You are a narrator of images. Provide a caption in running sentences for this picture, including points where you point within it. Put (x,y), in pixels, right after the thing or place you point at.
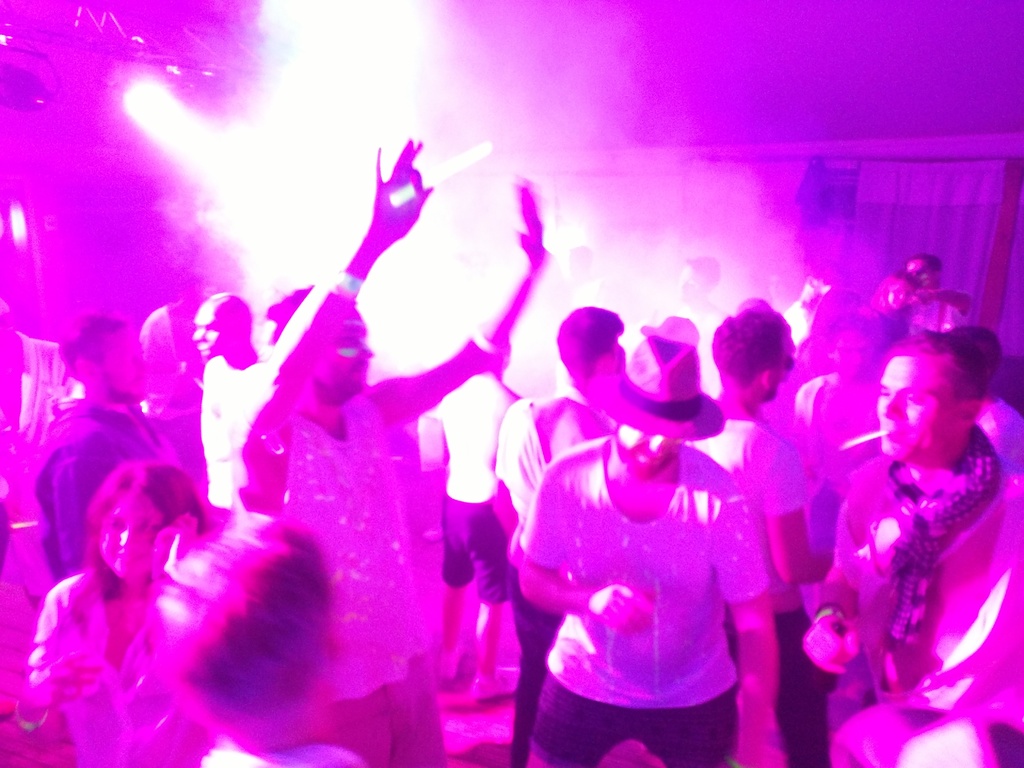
In this image we can see people (464,473). In the background (114,237) there are lights (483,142) and we can see a wall (104,193).
